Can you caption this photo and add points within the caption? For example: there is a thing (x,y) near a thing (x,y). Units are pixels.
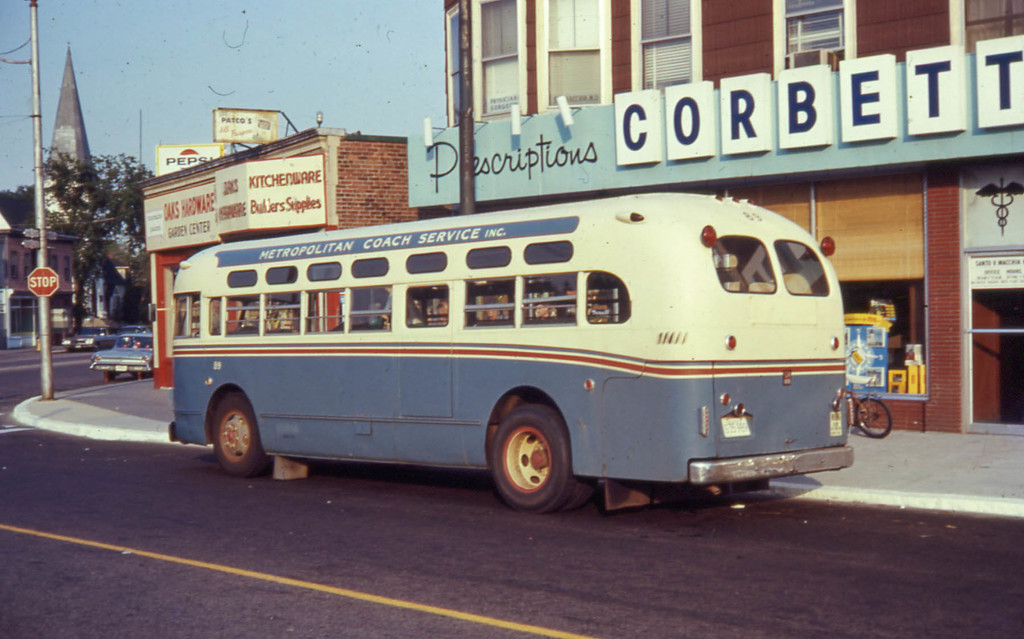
This is an outside view. Here I can see a bus (370,420) on the road (340,576). On the left side (87,340) there are some cars (97,329). Beside the road (27,428) there is a pole (40,128) on the footpath (112,394). In the background (364,149), I can see some buildings (218,200) and the trees (110,198). On the top of the image (255,62) I can see the sky (242,62). On the right side (881,414) there is a bicycle (881,415) on the footpath (875,454).
